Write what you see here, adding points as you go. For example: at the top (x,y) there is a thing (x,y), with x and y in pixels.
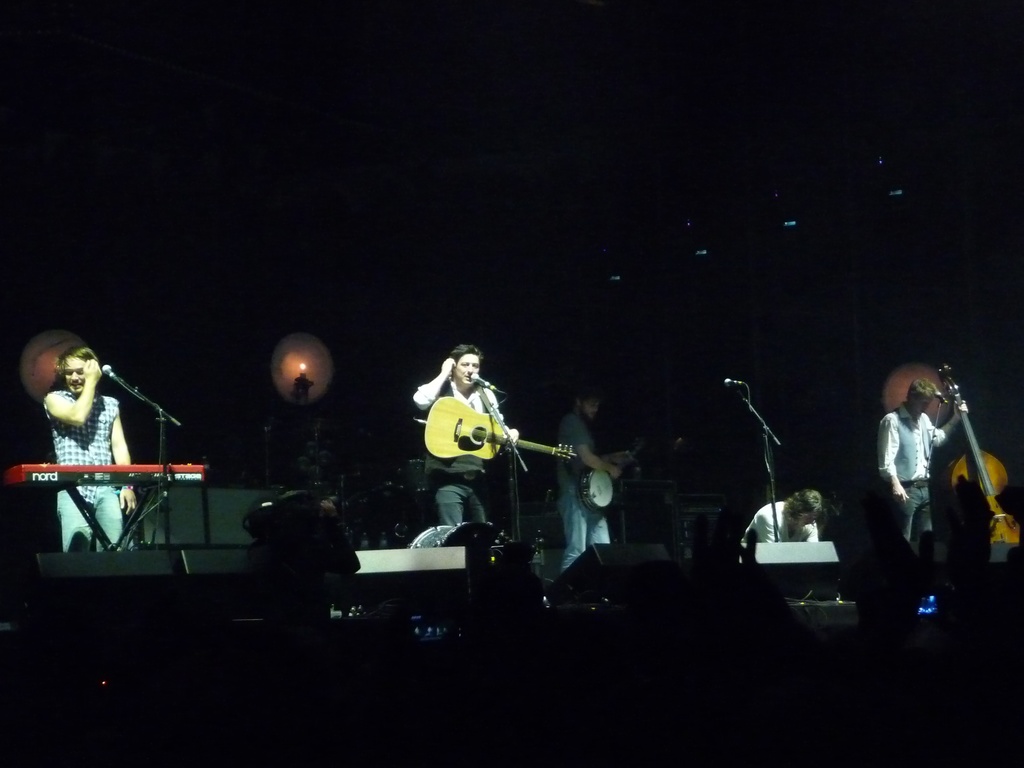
In the image there are people (884,453) who are standing and they are holding guitar (498,445) in their hand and a person (115,458) over here is standing in front of a keyboard (130,475).
